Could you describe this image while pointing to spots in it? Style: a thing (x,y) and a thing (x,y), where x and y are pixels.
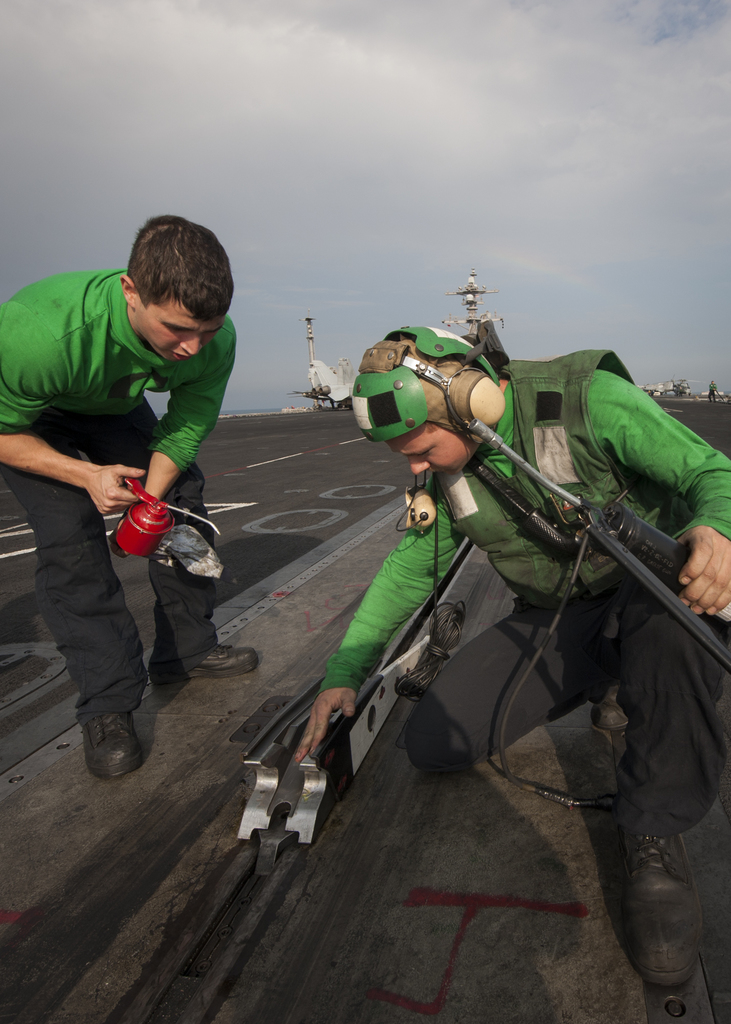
In this image there are two men (188,522), one man (101,428) is bending and other man (451,495) is squatting on a pavement (547,760), holding few objects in their hands (352,701), in the background (292,398) there is the sky (414,209).
